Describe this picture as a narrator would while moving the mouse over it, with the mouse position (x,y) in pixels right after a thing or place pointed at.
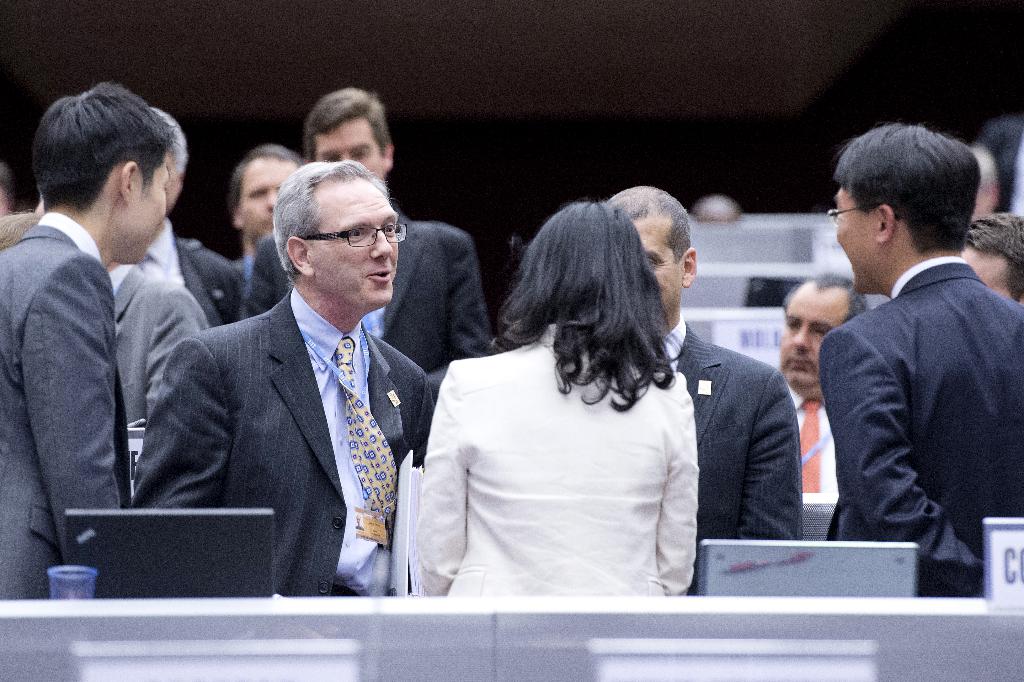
In this image we can see persons (966,273) standing on the floor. At the bottom of the image (53,663) we can see laptops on the desk (695,652). In the background (705,74) we can see desks (757,243) and wall (662,146).
